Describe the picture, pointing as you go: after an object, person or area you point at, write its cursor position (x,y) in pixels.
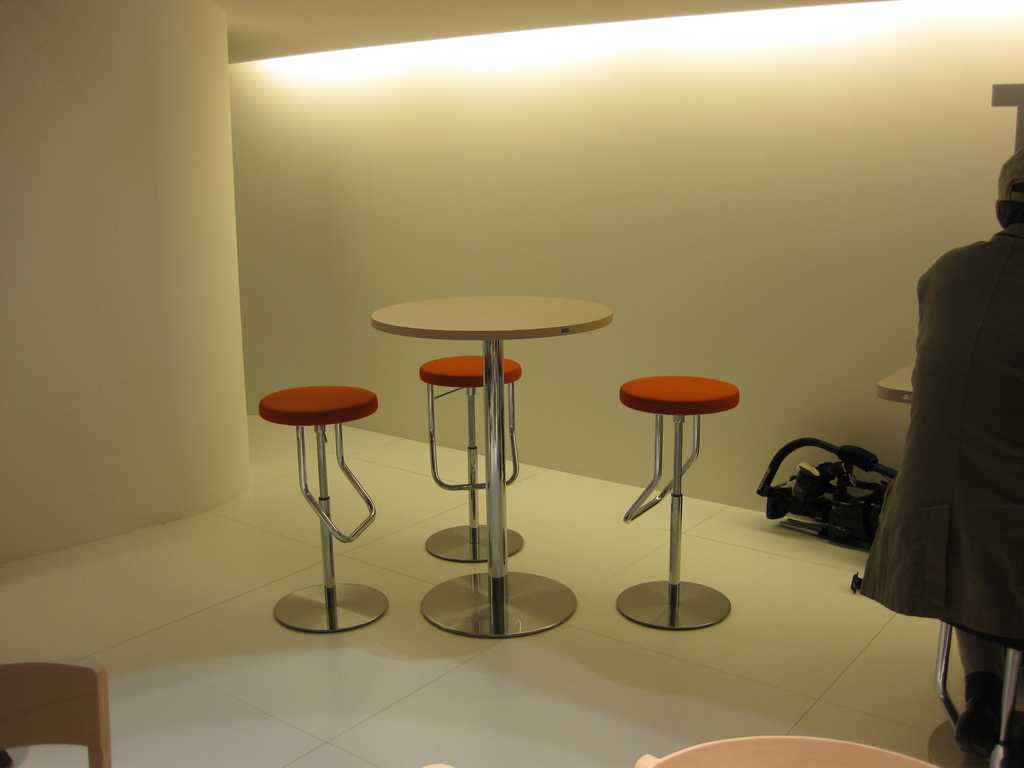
In the Image I can see three stools (473,466) around the table (507,546) and to the side there is an other person (877,589) who is sitting on the stool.
